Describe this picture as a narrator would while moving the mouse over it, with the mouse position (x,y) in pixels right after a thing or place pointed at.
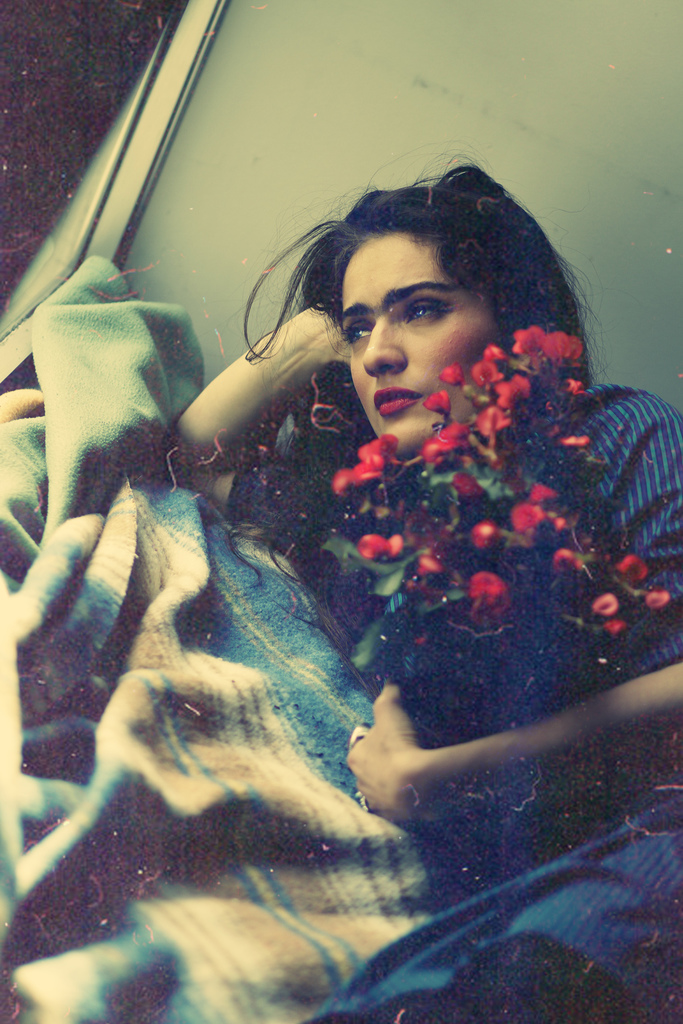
In this image we can see a woman (350,461) lying under a blanket (225,715) and holding a bouquet (454,577) in her hands (365,735).
